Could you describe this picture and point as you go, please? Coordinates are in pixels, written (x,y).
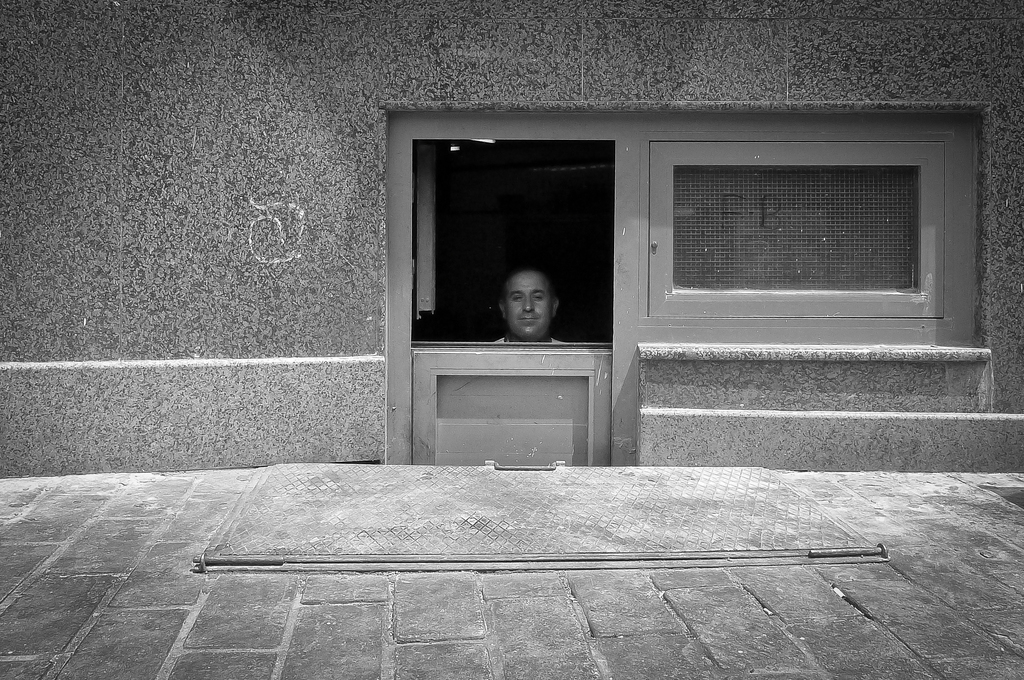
In this image we can see a house (513,342). There are few windows (491,152) in the image. There is a person (536,320) in the image.
